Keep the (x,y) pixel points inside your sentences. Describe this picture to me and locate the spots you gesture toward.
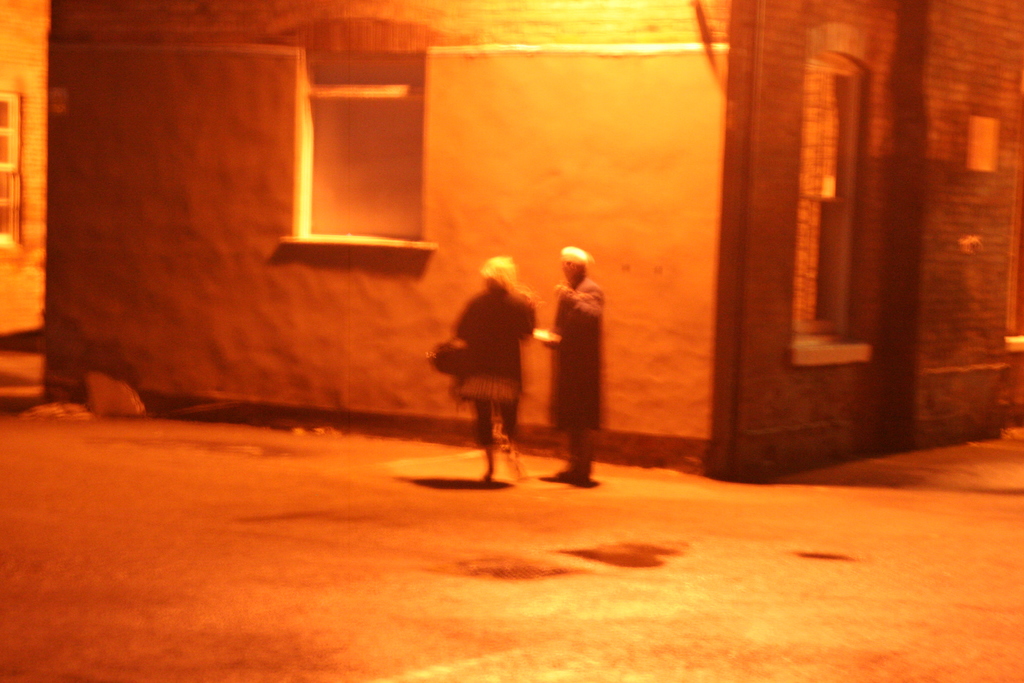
In this image I can see the dark picture in which I can see the ground (442,566), few persons (485,385) standing on the ground (363,589) and few buildings (386,183). I can see few windows (296,160) of the buildings (379,149).
